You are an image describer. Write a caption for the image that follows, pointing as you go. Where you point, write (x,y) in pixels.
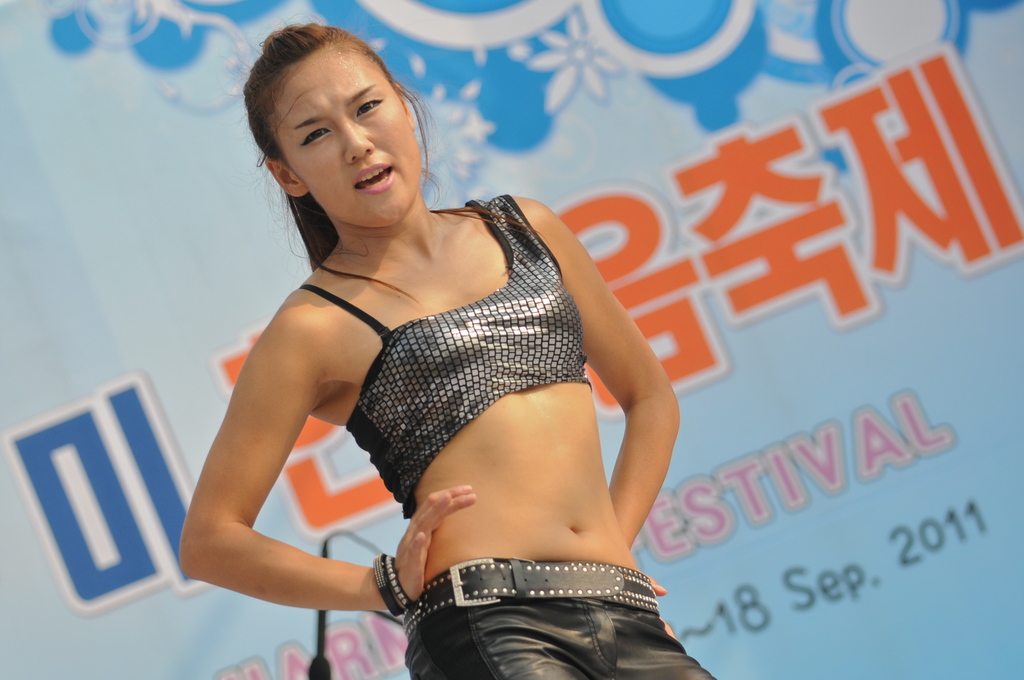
In the center of the image (555,397) there is a girl (353,332). In the background of the image (102,632) there is a banner (123,283).
